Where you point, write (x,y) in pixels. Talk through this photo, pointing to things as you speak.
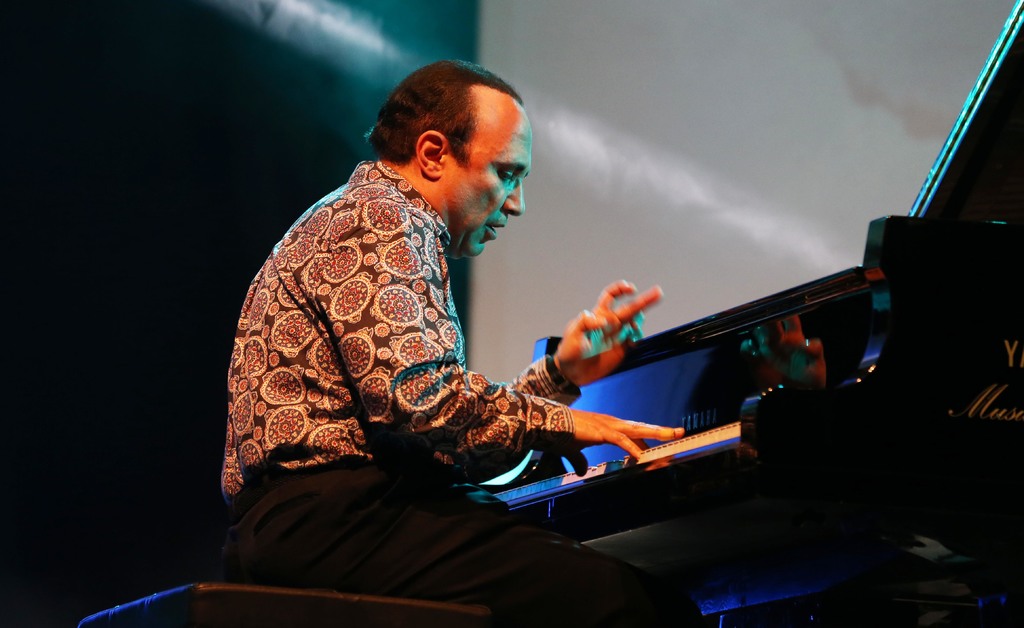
In the middle of the image (358,301) a man (373,272) is sitting on the stool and playing keyboard (587,466). On the right side of the image (818,378) there is a keyboard (723,375). In the background (617,159) there is a wall (394,62).
